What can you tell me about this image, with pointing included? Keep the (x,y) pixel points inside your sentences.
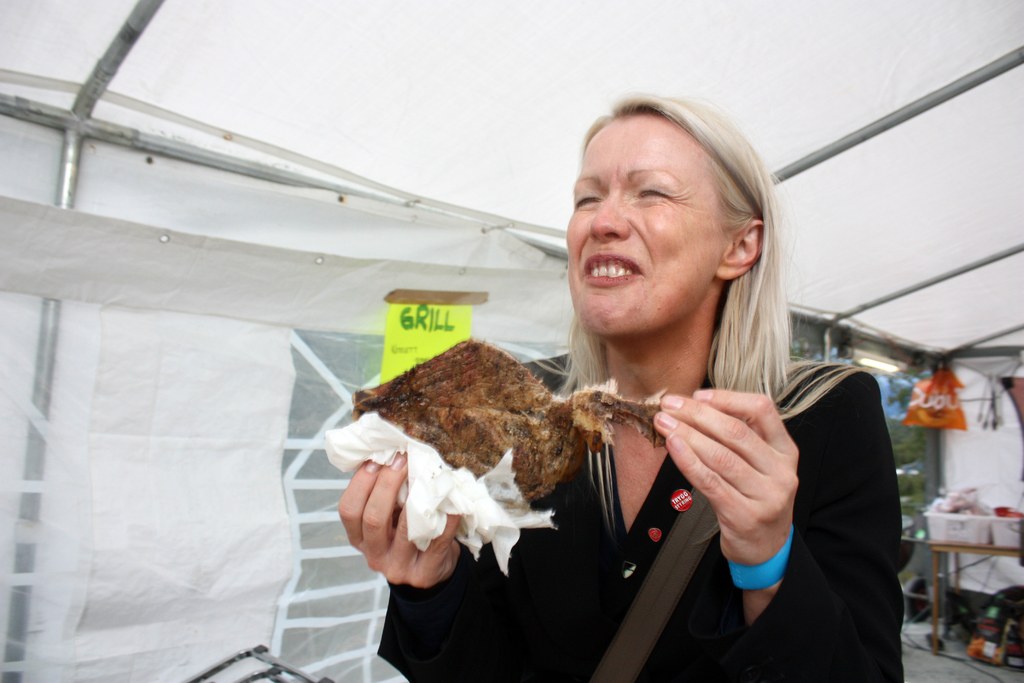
In the image there is a woman (734,556), she is holding some grilled food item (486,469) in her hand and behind her there are some rods (1002,335), bag (920,395), two tubs (950,539) with some items (961,508) and a table (946,544).
